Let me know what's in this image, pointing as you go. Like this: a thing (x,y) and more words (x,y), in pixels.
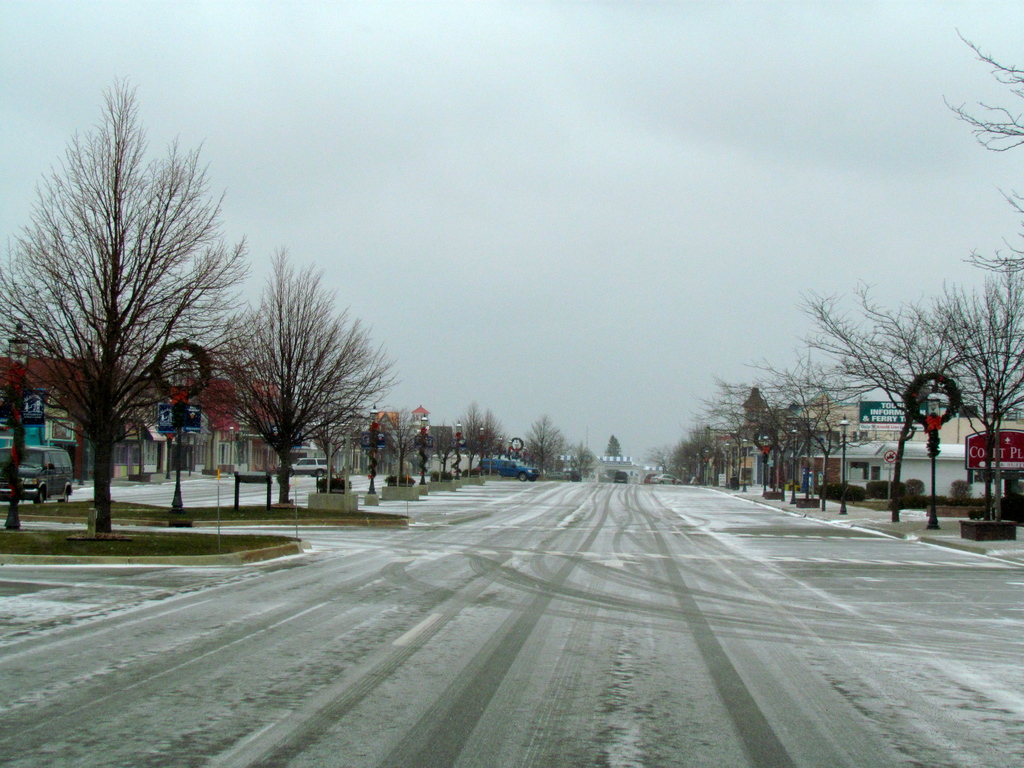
At the bottom (560,605) we can see snow (424,657) on the road (508,690) and on the left side (44,471) there are bare trees (88,423), buildings (81,450), vehicles (51,467) on the road (71,618) and in the middle (670,462) there are vehicles (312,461) on the road (623,498), trees (681,454) and on the right side (735,466) there are buildings (916,472), poles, boards (978,459), bare trees (988,442). In the background (782,407) there is a sky (345,118).
